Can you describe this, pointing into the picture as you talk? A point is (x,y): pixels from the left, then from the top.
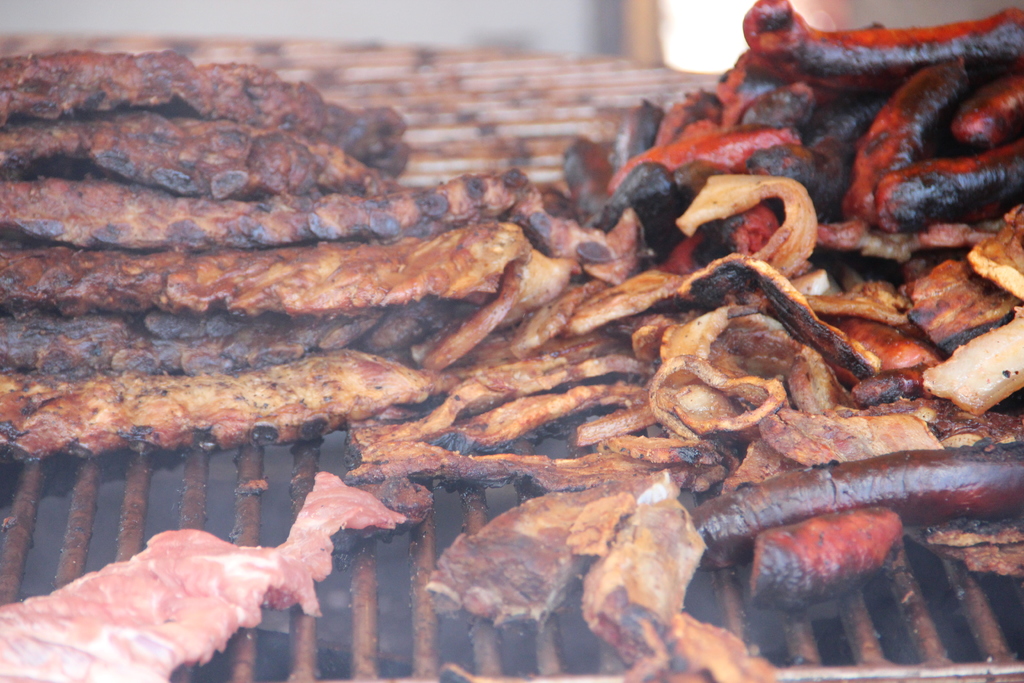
In this image I can see the metal grill (368,663) and on the grill (905,627) I can see few food items (146,375) which are brown and black in color. I can see the blurry background (559,73).
